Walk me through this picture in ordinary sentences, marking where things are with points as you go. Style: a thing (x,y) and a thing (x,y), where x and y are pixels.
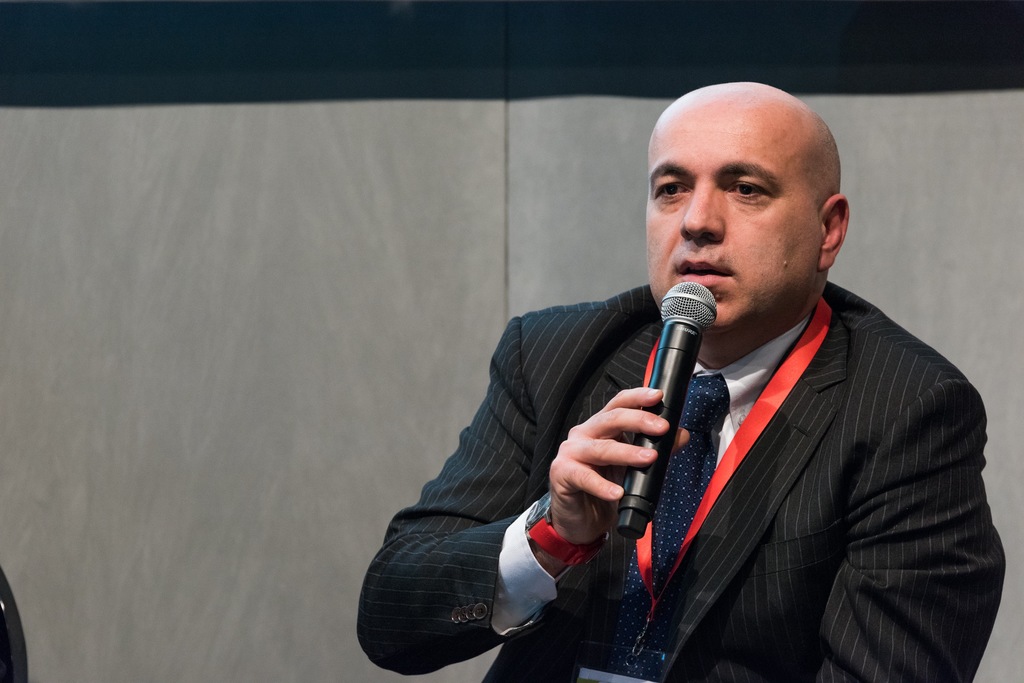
This is the picture of a man (815,511) in black blazer (779,507) holding a microphone (692,295). Background of this man (625,383) is a wall (382,381).
